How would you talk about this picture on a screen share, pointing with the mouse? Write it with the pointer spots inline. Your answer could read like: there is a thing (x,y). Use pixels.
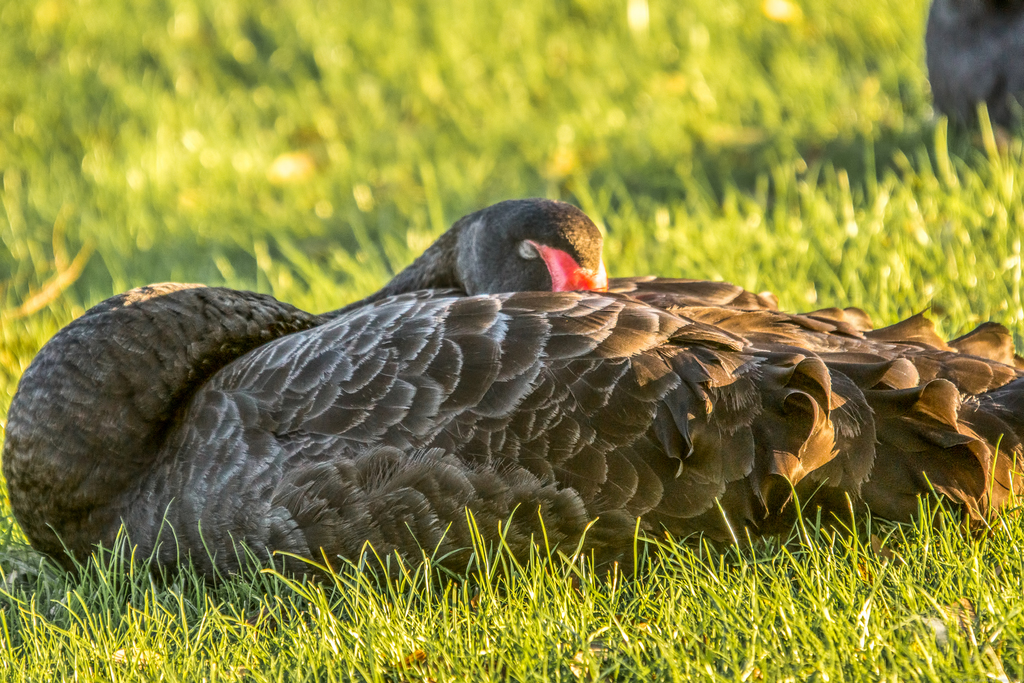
There is a bird (432,255) sitting on the grass (1013,663) on the ground (620,575). And the background (800,73) is blurred.
